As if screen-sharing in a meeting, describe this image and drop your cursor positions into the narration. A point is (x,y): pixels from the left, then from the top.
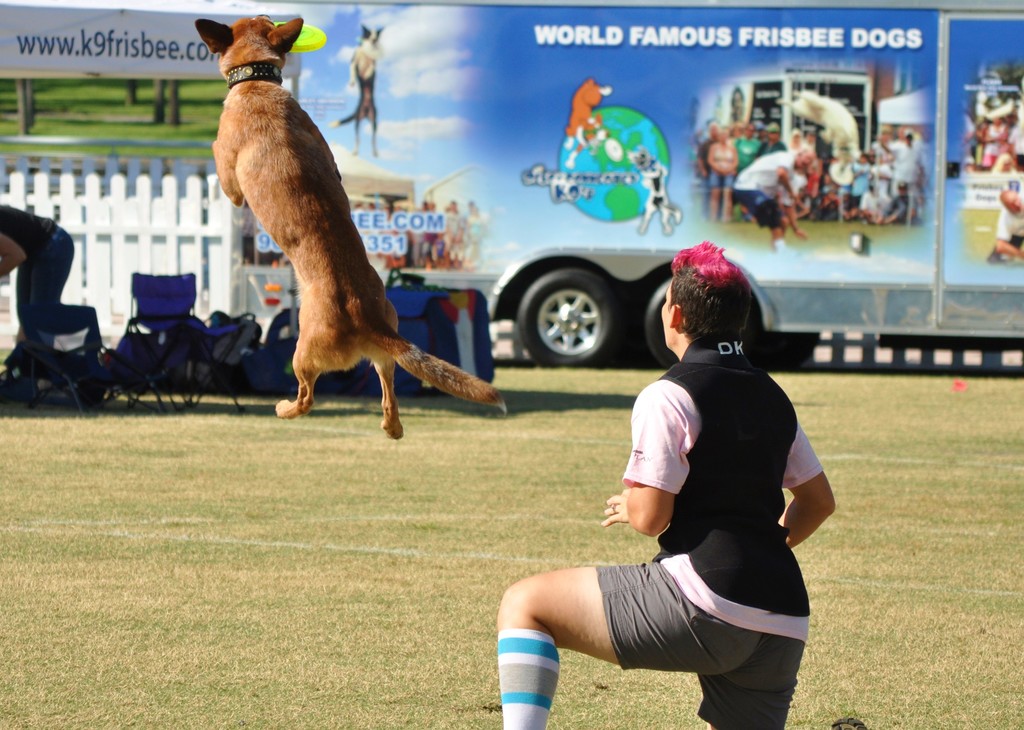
It is a ground (615,538) a person (748,473) is sitting on the ground (444,569), a dog (324,280) is jumping in the air (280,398) behind the dog (328,257) there are some other chairs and luggage (432,317), in the background (424,171) there is a vehicle (608,63).
